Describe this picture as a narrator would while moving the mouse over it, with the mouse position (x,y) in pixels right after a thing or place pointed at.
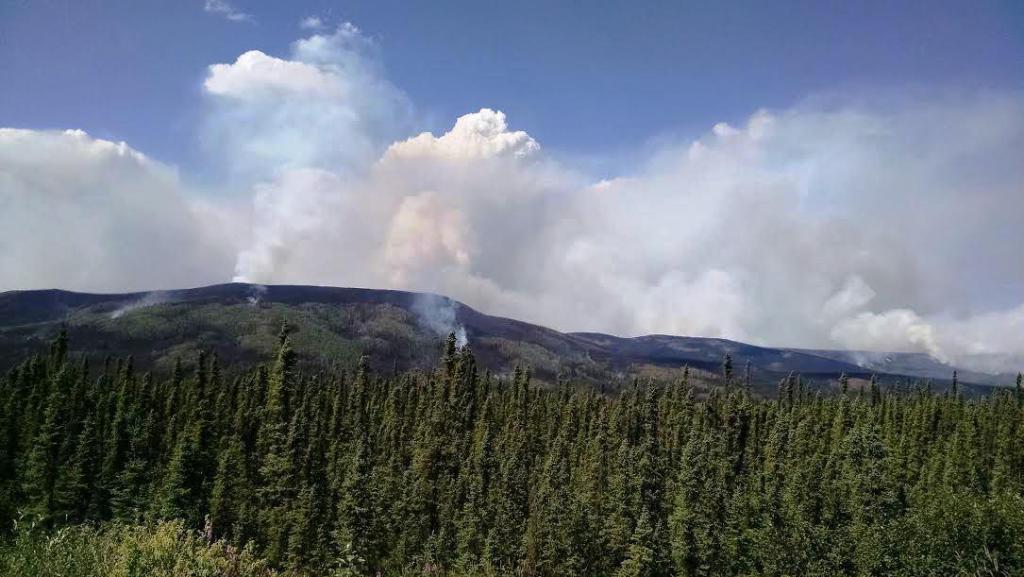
In this picture, we can see trees (546,443), hills (545,380), smoke (2,142) and a cloudy sky (576,161).
